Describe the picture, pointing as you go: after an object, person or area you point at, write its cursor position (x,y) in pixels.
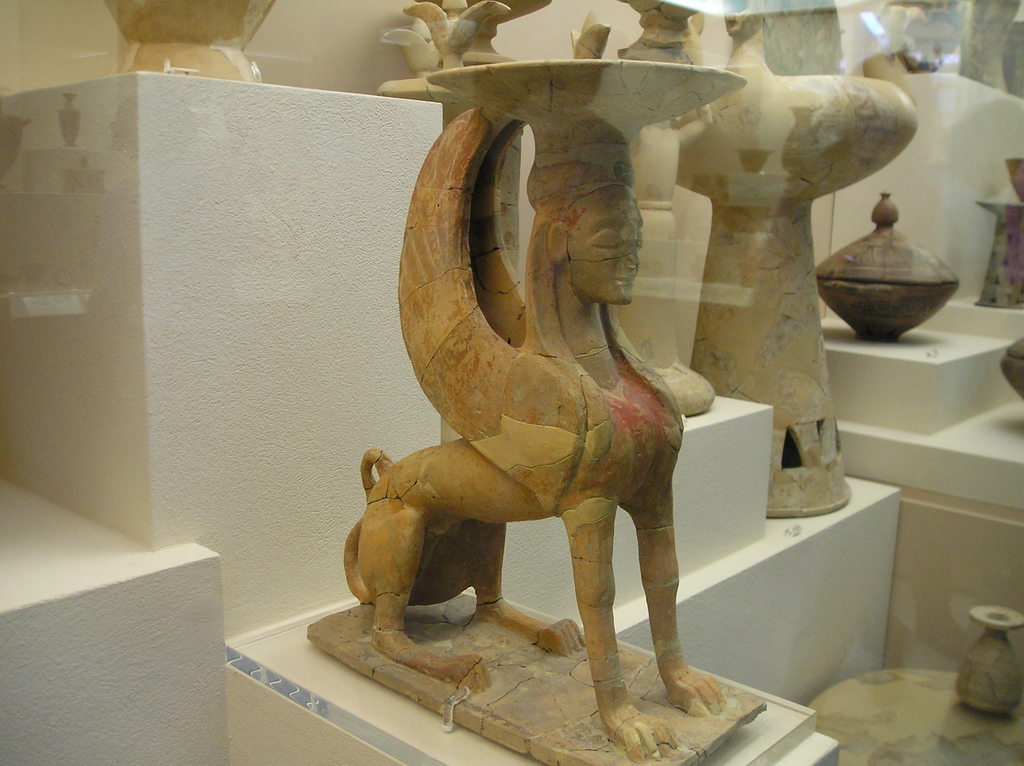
In this image I can see few statues (459,243) on the white color concrete-walls (275,369).
